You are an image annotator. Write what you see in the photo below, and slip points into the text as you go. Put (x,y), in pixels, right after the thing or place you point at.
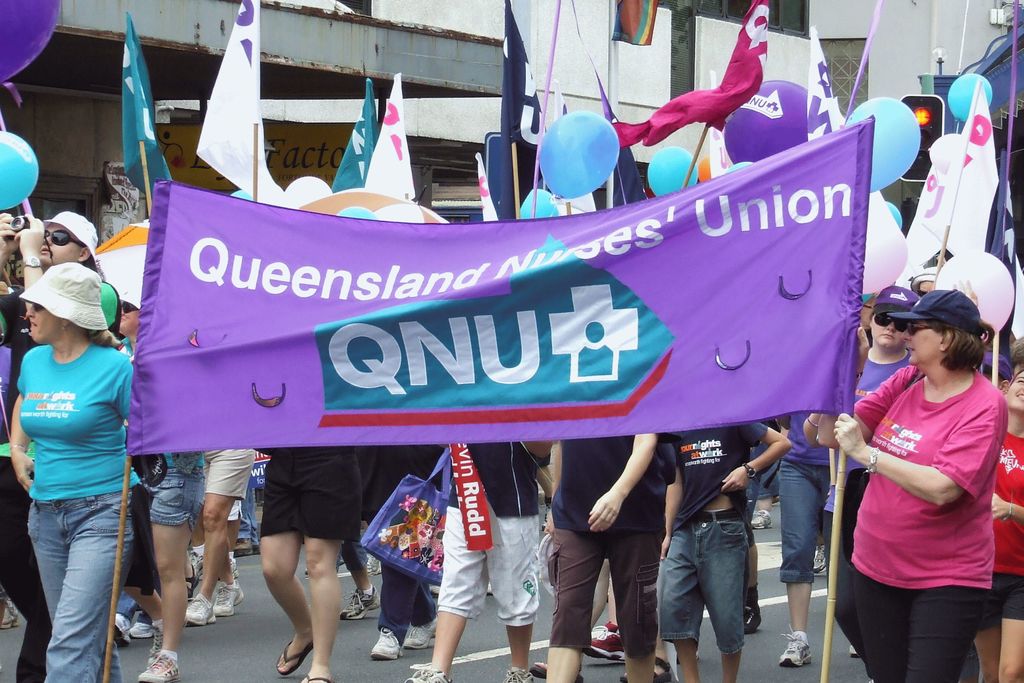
This image consists of many persons (184,461). In the front (308,212), we can see a banner (663,318), flags (246,43) and balloons (556,162). At the bottom (269,663), there is a road (207,624). In the background (457,0), there are buildings (919,35).
